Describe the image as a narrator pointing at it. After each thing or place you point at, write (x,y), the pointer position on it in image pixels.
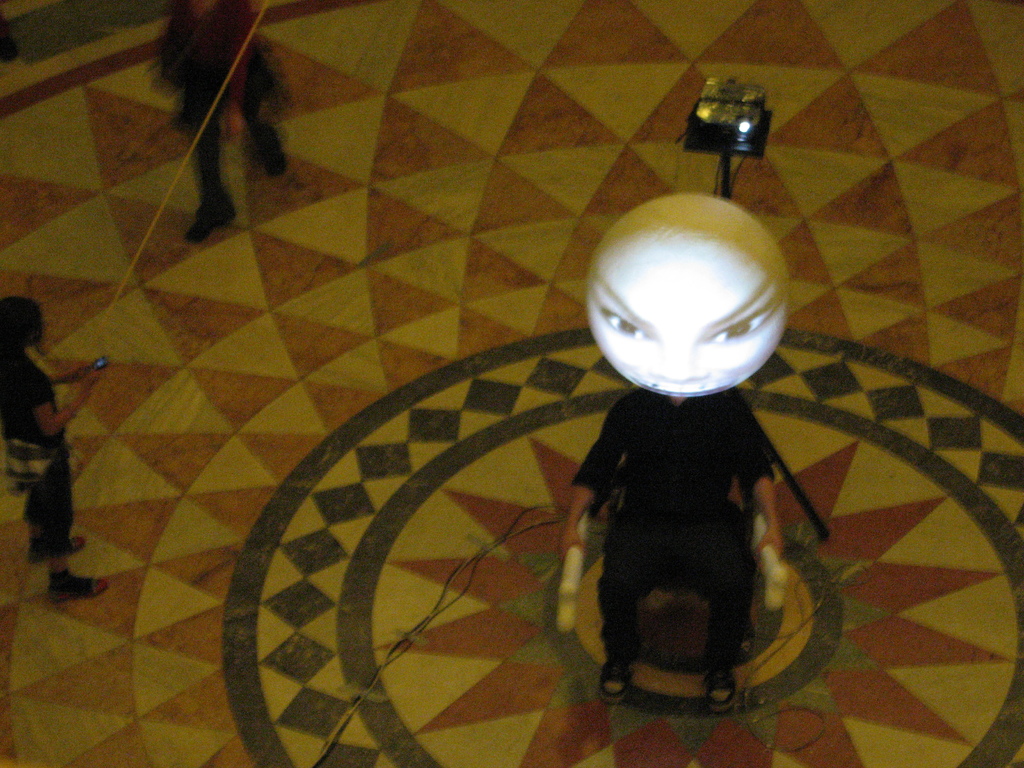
In the picture I can see people (617,524) standing on the floor (174,355). I can also see an electronic machine (717,138) and some other objects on the floor (558,448).
